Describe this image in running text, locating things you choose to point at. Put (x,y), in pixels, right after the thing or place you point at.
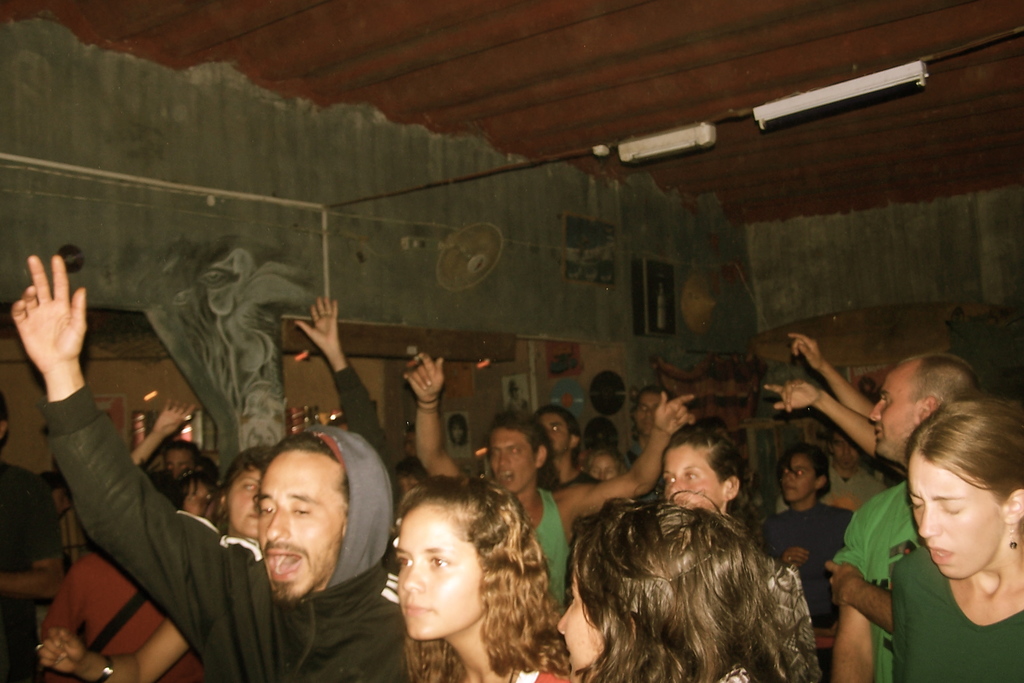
There are people (55,434). At the top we can see lights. In the background (557,356) we can see posters (552,377) and discs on the wall (581,350) and fan (455,235).
